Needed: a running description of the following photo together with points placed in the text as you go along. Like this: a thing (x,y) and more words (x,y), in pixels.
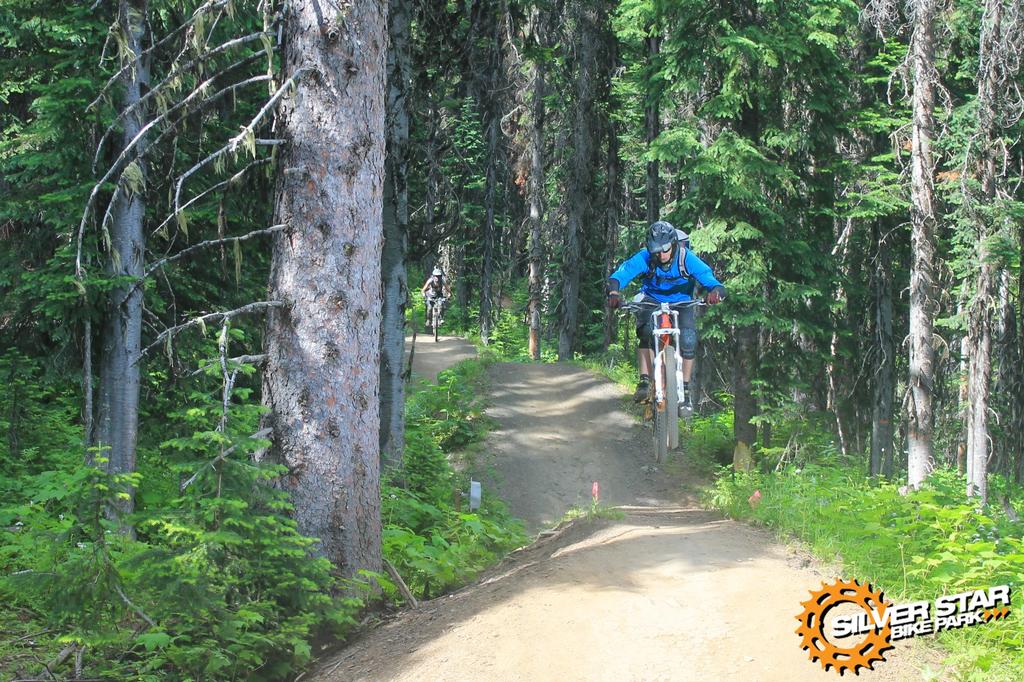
In this image I can see two people (645,295) are sitting on their bicycles (674,324). I can see both of them are wearing helmets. I can also see a path (542,468), grass (408,553), shadow (583,493), number of trees (351,418) and here I can see watermark (904,618).
